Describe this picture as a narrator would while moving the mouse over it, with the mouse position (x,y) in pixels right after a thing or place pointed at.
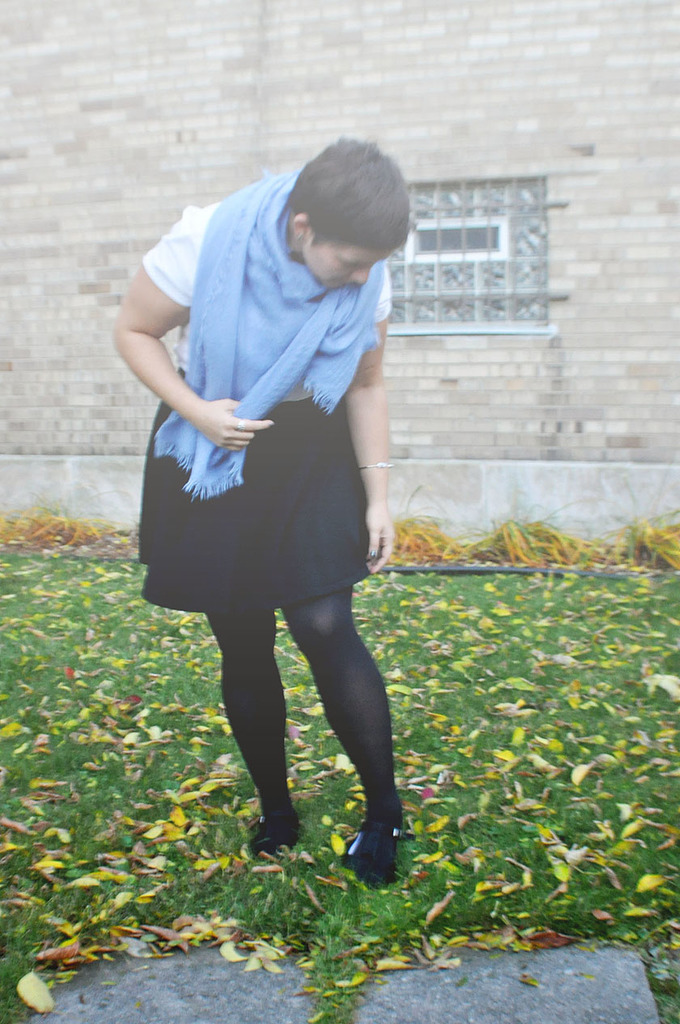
In this image there is a woman (306,516) standing on the grass (146,608), behind the woman (215,334) there is a wall (434,411).
